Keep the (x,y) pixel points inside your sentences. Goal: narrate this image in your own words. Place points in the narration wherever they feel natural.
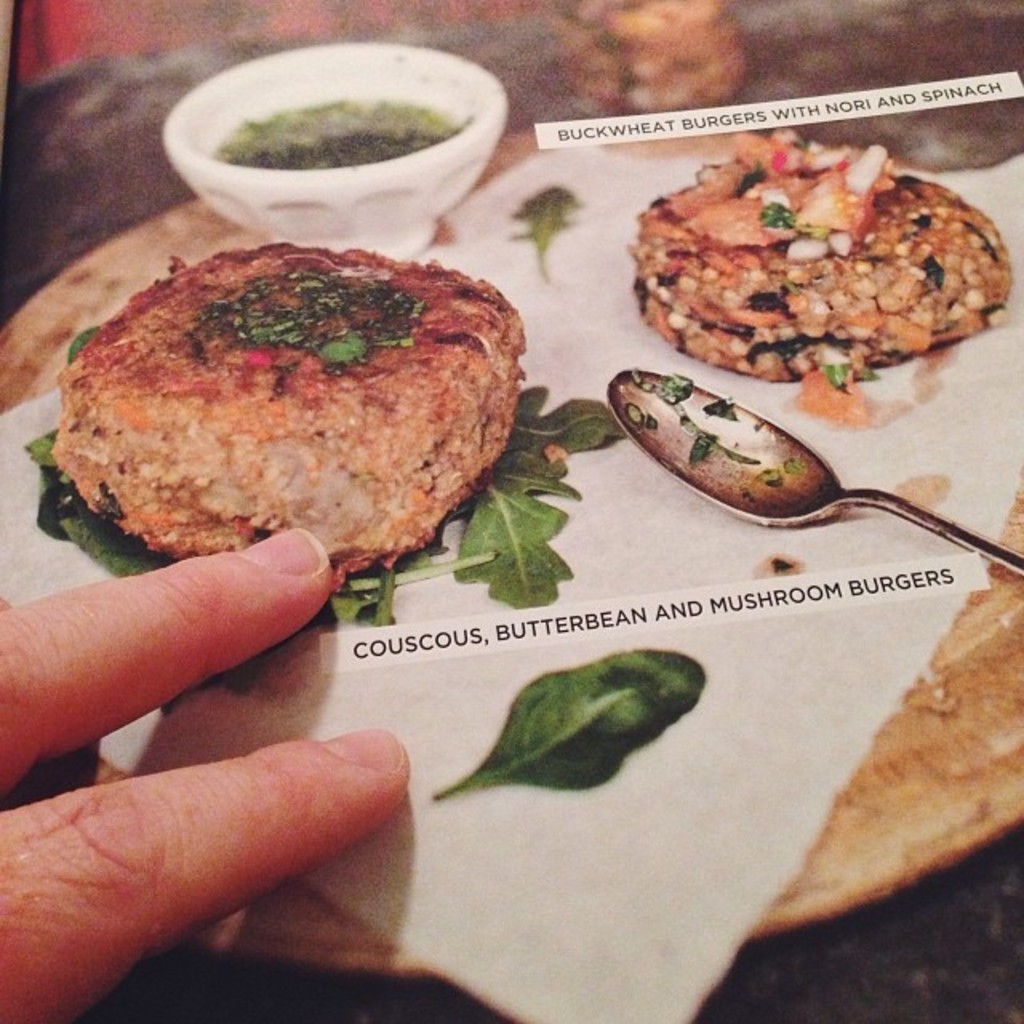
We can see fingers (302,827), food (789,227), spoon (721,432), paper (894,648), vegetable leaves (568,441) and bowl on the surface (81,146) and we can see some text (663,608).
